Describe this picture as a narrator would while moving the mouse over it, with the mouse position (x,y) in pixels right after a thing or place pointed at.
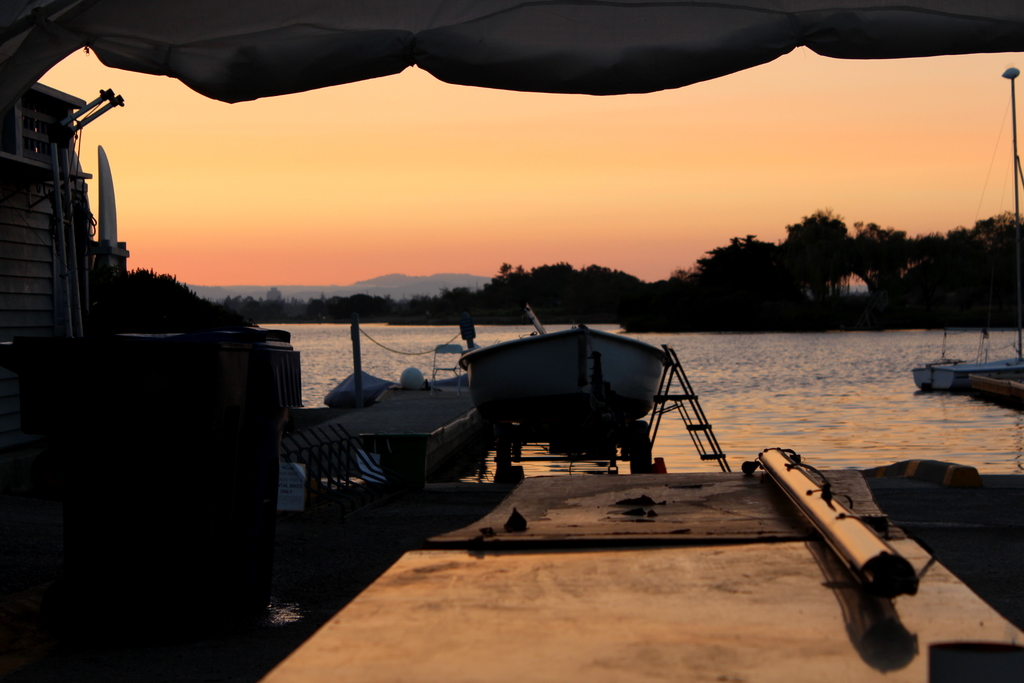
In this picture we can see a boat (524,398) on the water (529,446) and on the left side of the boat (507,376) there is a chair (431,381) on the path (413,400) and other things (222,636). Behind the boat (520,389) there are trees (411,303), hills (386,286) and a sky (857,187).
